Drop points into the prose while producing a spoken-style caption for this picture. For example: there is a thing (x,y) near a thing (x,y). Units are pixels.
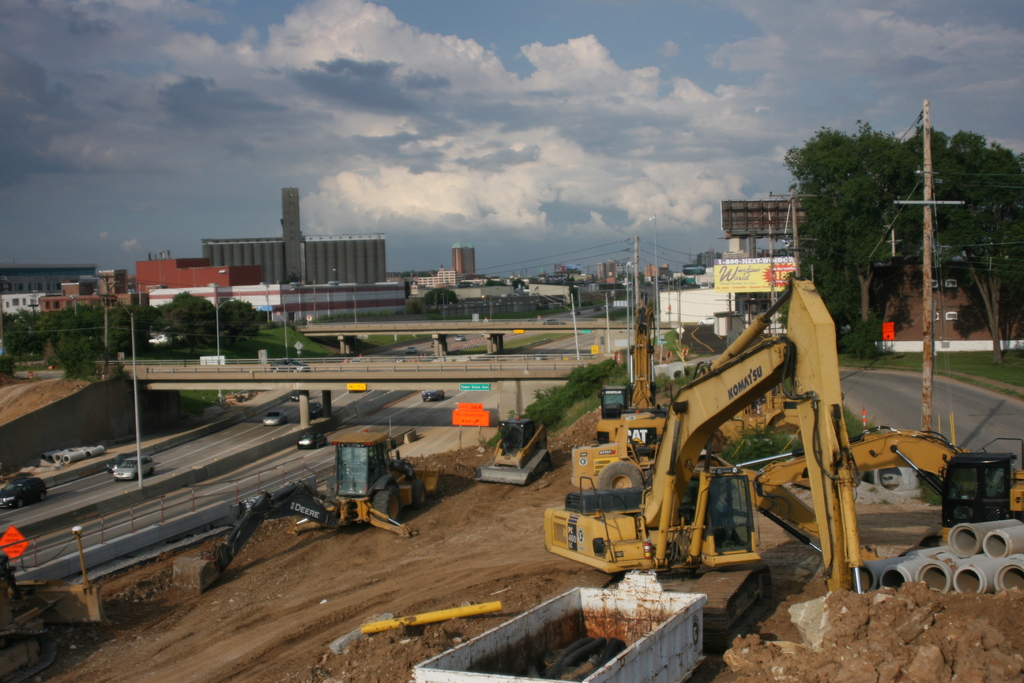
This picture shows few buildings (349,289) and trees (803,255) and we see few cranes (831,491) and we see vehicles (300,445) moving on the Freeway (355,409) and few bridges (338,367) and we see grass (1014,380) on the ground (445,629) and a hoarding (729,281) and few poles (636,283).
